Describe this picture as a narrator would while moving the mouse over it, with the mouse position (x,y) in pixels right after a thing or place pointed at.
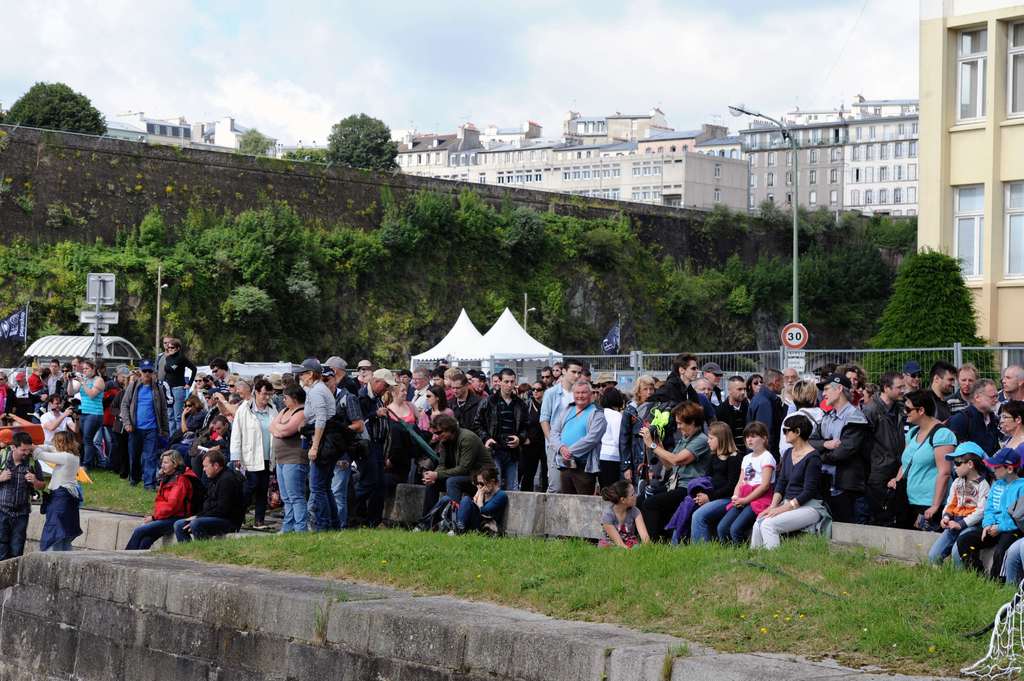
In this picture I can see some buildings (713,155), trees (557,275), tents (470,331) and few people (585,398) are standing and few people (680,495) are sitting and watching.
